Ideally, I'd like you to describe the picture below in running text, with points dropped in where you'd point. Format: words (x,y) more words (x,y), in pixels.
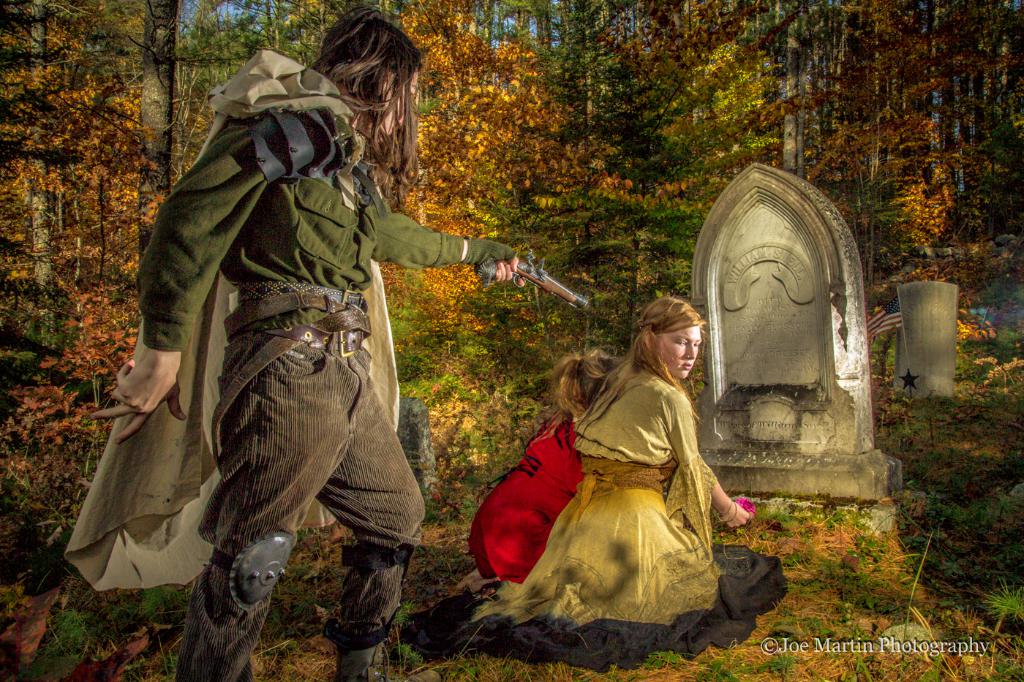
In this picture we can see a grave (726,465) on the path (717,527). There are two people (738,505) visible on the path (111,592). We can see a person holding a weapon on his hand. Few trees (513,224) are visible in the background (9,328). A watermark (787,641) is visible on the right side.
